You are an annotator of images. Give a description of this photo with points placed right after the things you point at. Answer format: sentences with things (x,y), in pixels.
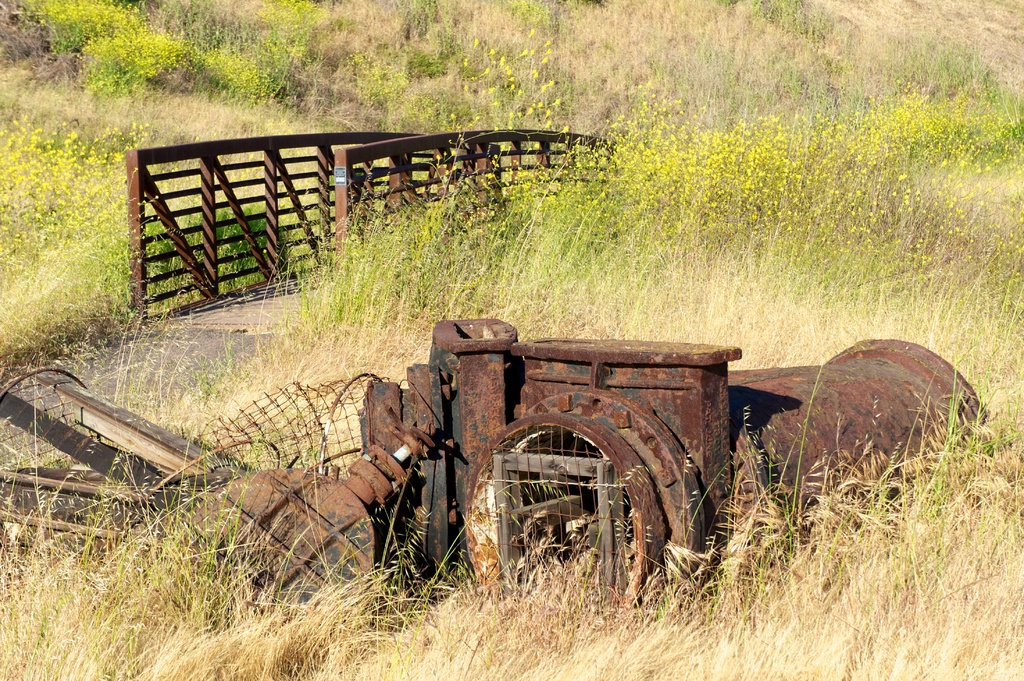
This is an outside view. In this image, I can see the grass (947,644) and plants (735,206) on the ground (340,343). At the bottom (358,483) there is a metal object (291,512) placed on the ground (482,627). On the left side (173,363) there is a path (163,360), on both sides of it I can see the railings (209,186).
